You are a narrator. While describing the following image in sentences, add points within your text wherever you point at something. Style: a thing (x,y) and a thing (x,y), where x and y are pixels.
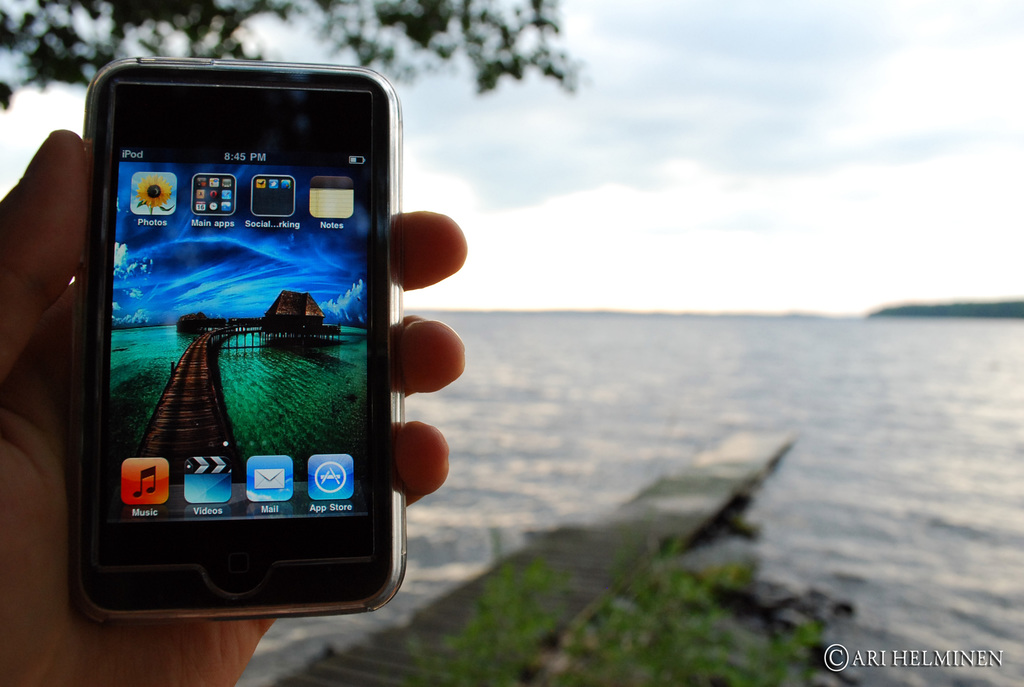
In this image I can see hand (6,527) of a person (51,643) on the left side (144,610) and in the hand (78,619) I can see a cell phone (94,215). I can also see water (542,414) in the background (891,479) and on the bottom side of this image (593,581) I can see a platform (423,684) and few plants (450,665). I can also see a tree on the top side of this image (155,44) and in the background (725,166) I can see the sky (750,167). On the right bottom side of this image (840,669) I can see a watermark (830,657).
